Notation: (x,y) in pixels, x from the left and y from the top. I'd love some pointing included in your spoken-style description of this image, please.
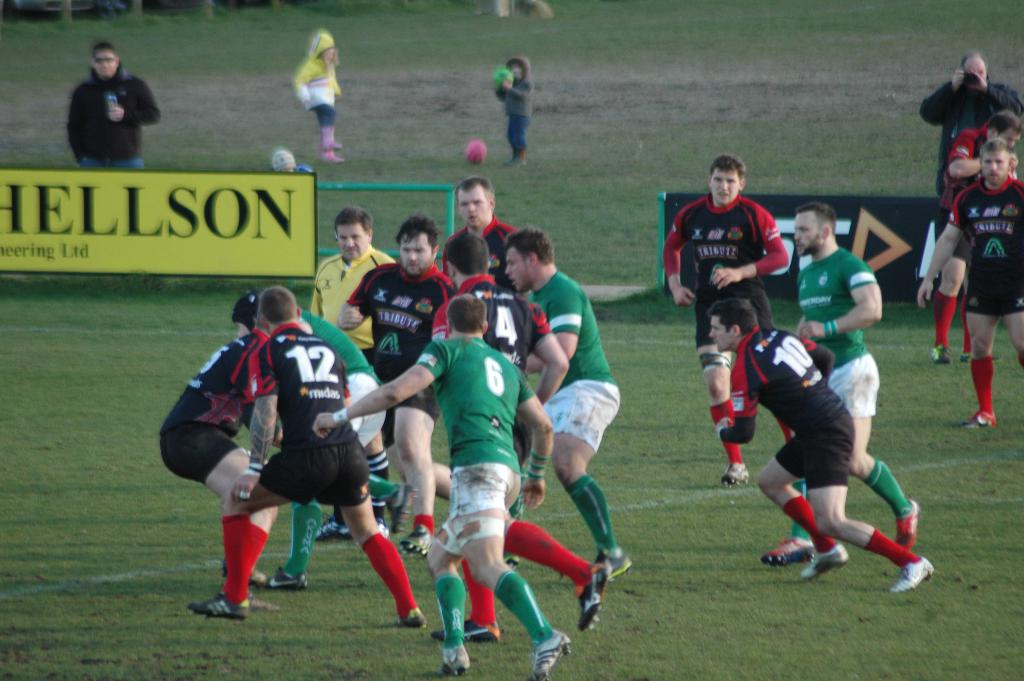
In this image there are players of two different teams (540,330) on the ground (632,565). In the background (3,184) there is fence (52,184). Beside the fence (235,182) there is a ground (363,103) on which there are two kids (335,95) playing with the balls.
